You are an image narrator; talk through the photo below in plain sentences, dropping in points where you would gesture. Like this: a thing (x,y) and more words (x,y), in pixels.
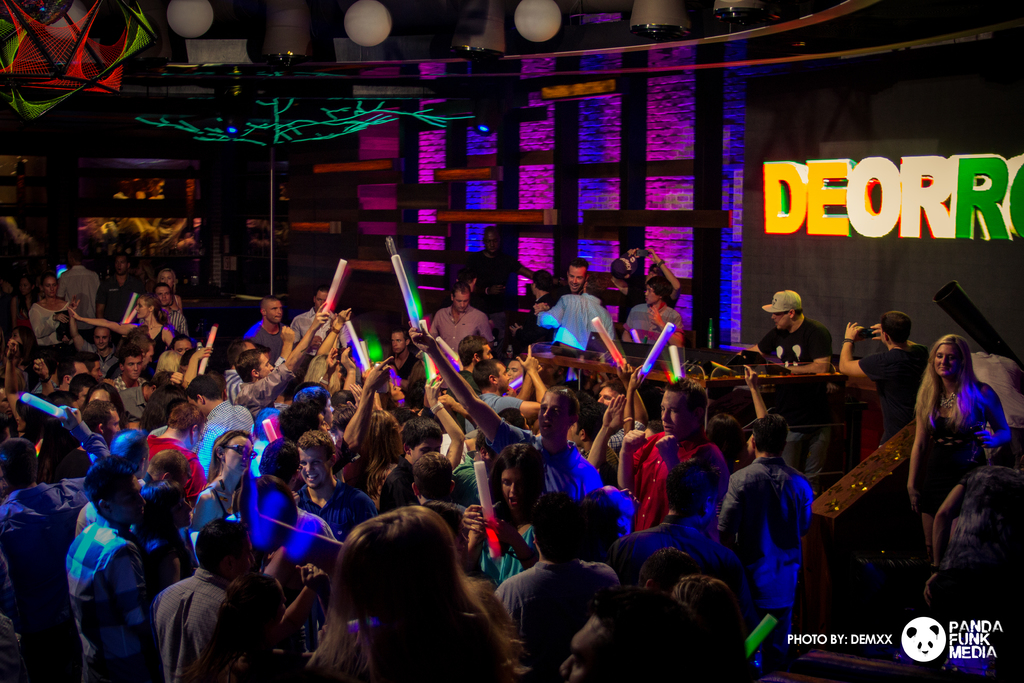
In the picture we can see some people (225,456) are in one place and they are holding objects (409,295) in their hands (428,395), among them one person (825,341) is operating music system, behind we can see a board (926,264) to the wall (421,290).
